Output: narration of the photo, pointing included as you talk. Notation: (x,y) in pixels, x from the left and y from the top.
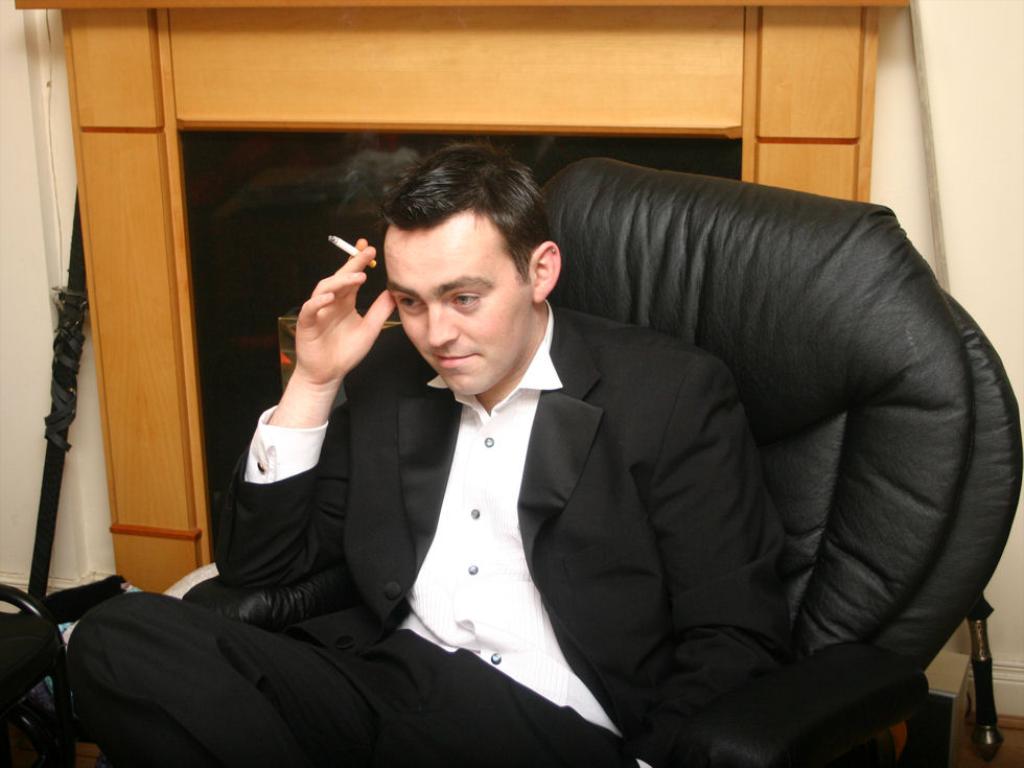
In this picture a man (624,545) is seated on the chair (813,469), and he is holding a cigarette (376,265) in his hand (339,331).
